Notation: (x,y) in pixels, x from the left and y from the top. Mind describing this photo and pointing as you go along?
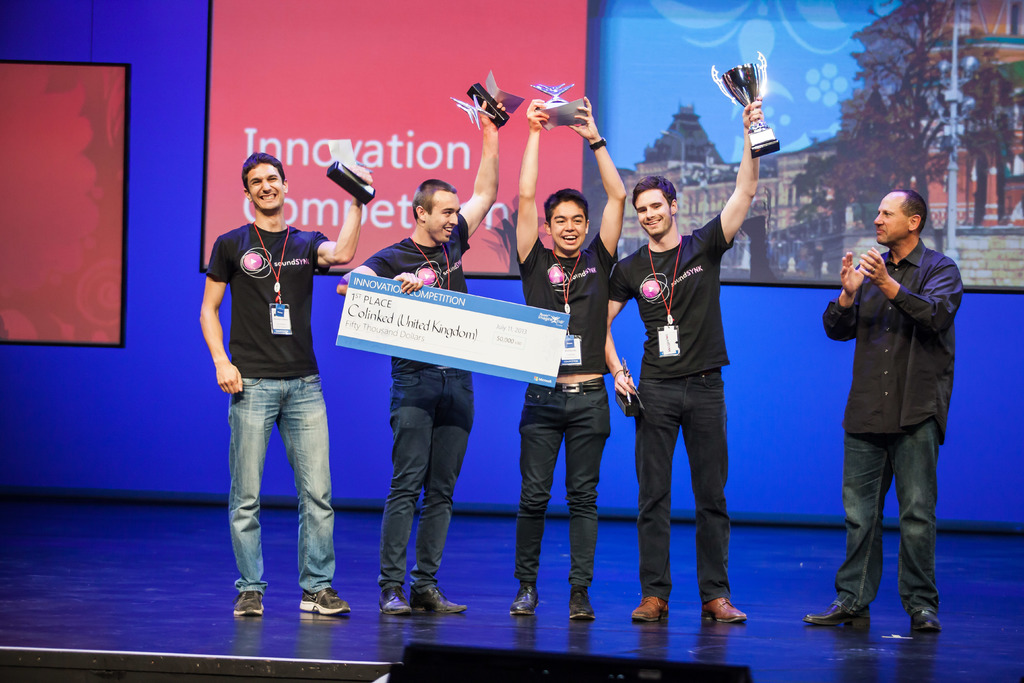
In this image there are five people (247,332) standing on the dais (385,616). There are four people (231,361) holding trophies (507,93) and a board (462,320). Behind them there is wall (177,166). There are boards (369,83) with pictures (923,80) and text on the wall (143,122).
